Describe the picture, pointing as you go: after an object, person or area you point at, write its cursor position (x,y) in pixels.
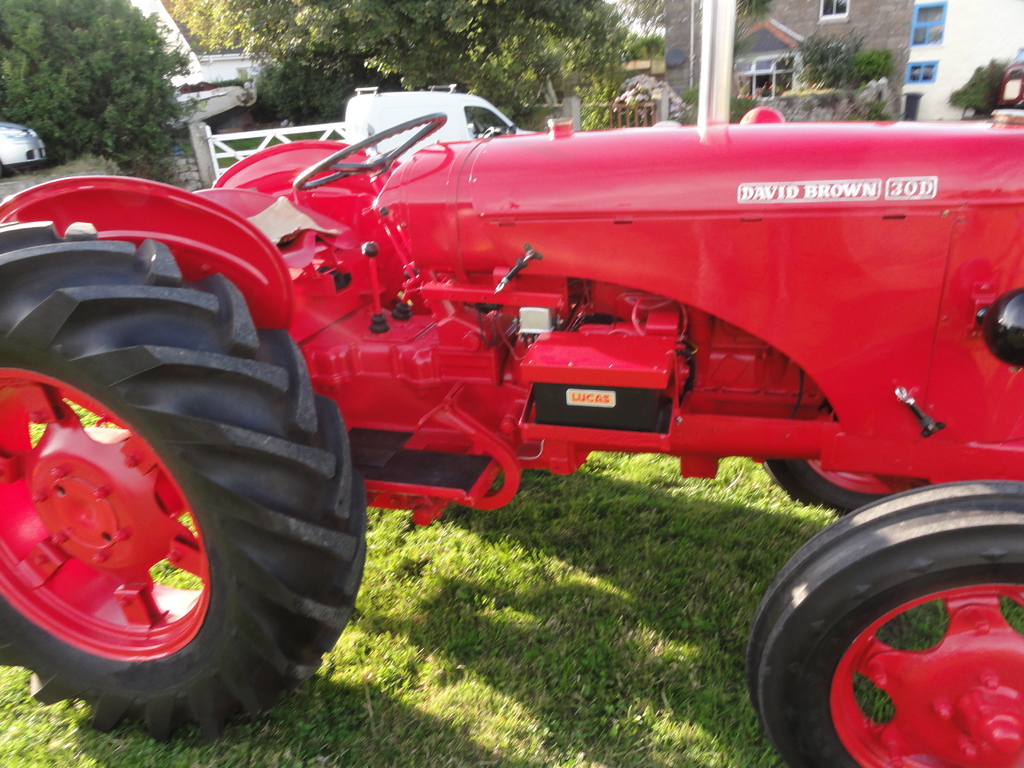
In this picture we can see a tractor (456,291), at the bottom (591,725) there is grass (481,717), in the background (468,2) we can see trees (520,34) and a building (810,25), on the left side (33,157) there is a car (26,140).
